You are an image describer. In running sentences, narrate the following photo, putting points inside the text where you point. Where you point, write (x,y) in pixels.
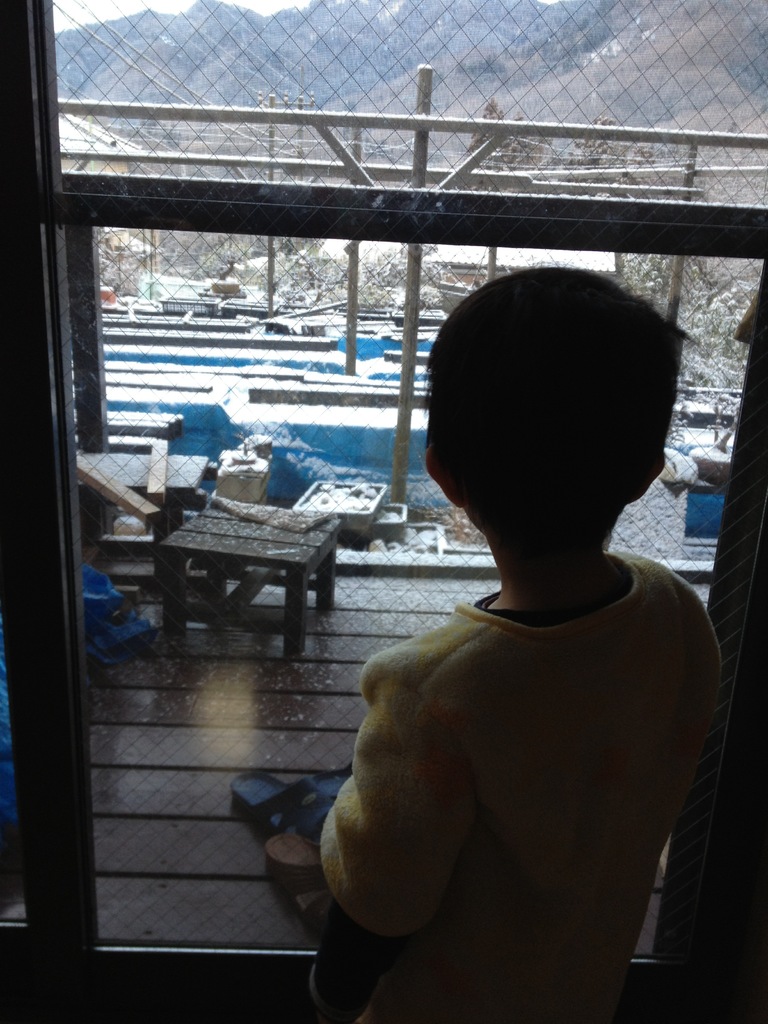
As we can see in the image there is a fence (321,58), table (239,563). In the front (485,760) there is a boy (527,688) standing. He is wearing yellow color shirt (456,785). In front of him there are chappals (281,806).
